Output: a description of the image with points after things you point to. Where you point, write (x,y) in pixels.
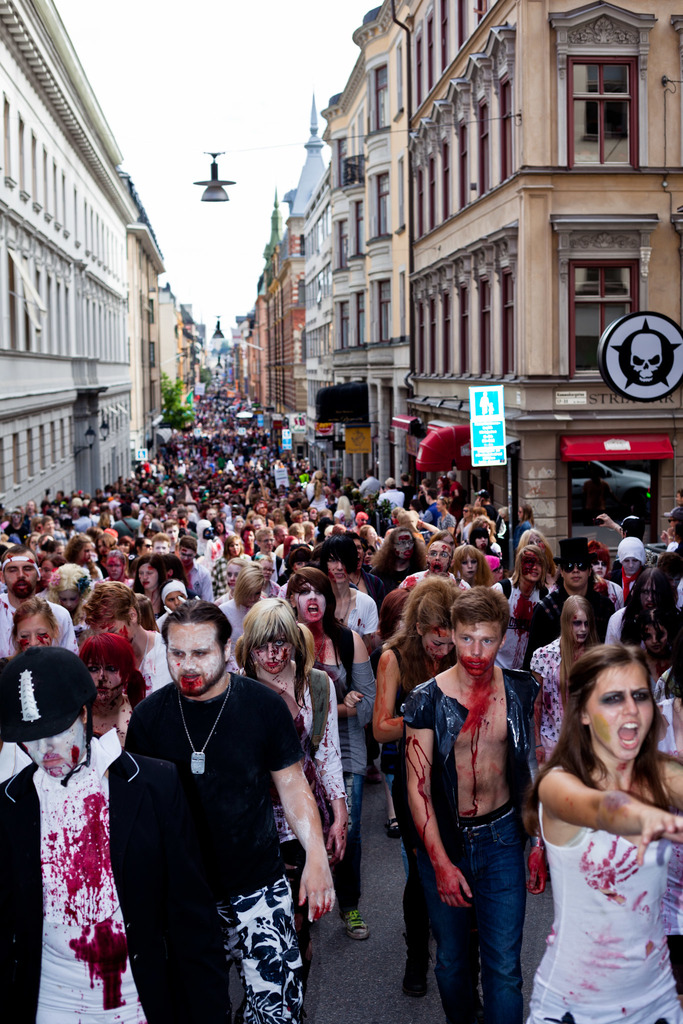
In this image there is a crowd (253,611) as we can see in the middle of this image (253,579). There are some buildings (315,361) in the background (291,400). There is a sky (205,69) on the top of this image (237,105).
